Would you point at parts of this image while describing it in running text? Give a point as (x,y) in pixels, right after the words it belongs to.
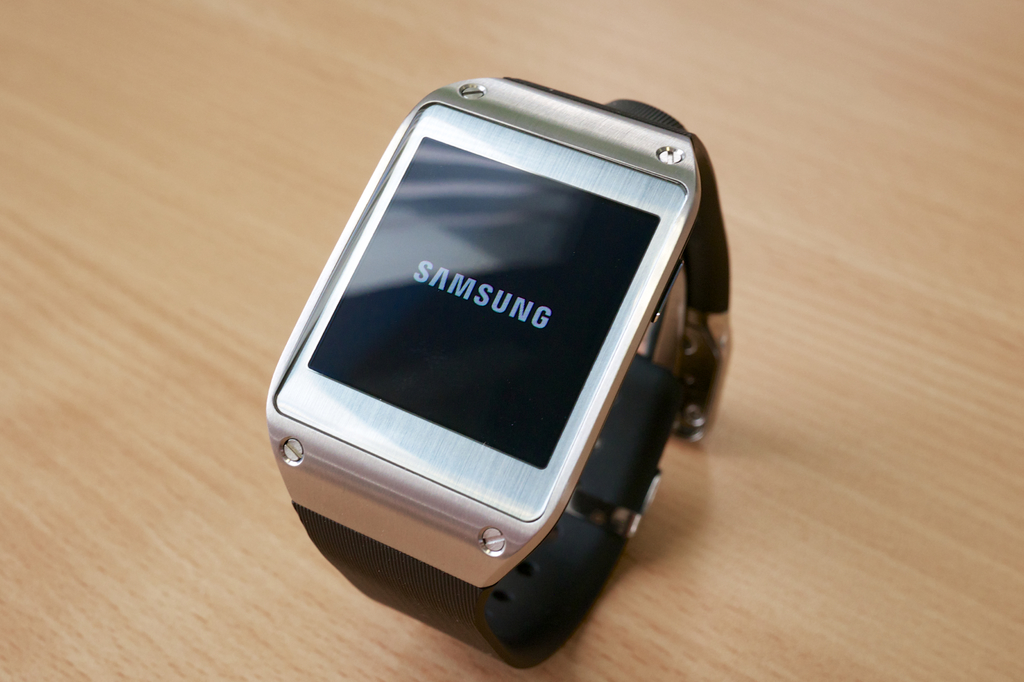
In this image I see a watch (529,139), which is of white and black in color and on the screen (368,383) it is written "Samsung".
